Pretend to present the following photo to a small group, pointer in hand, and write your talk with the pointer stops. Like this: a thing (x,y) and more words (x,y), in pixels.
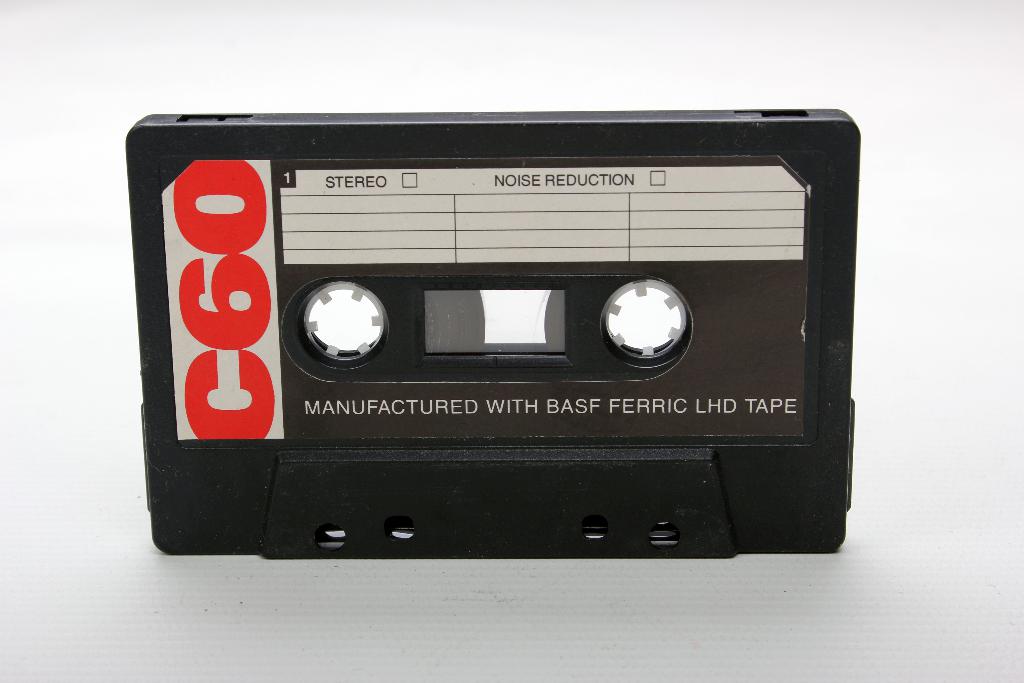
In this image, we can see a black cassette (521,510) is placed on the white surface (305,595).
